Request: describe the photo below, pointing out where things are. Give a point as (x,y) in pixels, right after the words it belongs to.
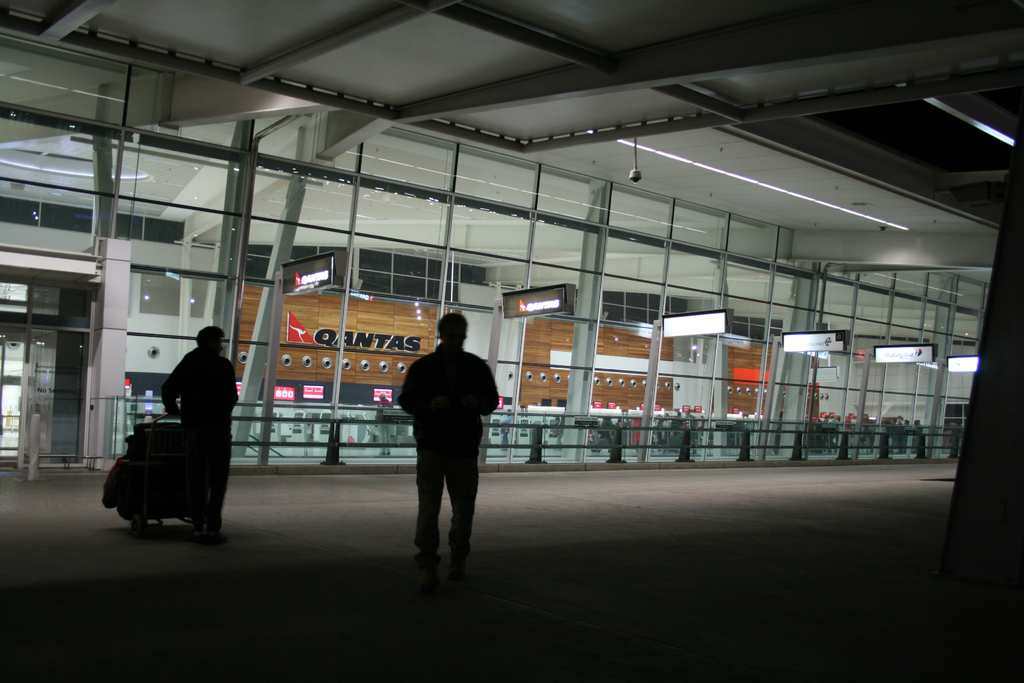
In this image there are two people (207,457) walking with a luggage trolley (157,476) in front of the airport (529,412), at the top of the image (636,182) there are a few CCTV cameras (636,182), in the background of the image (363,365) there is the counter (344,392) of an airplane service provider.
